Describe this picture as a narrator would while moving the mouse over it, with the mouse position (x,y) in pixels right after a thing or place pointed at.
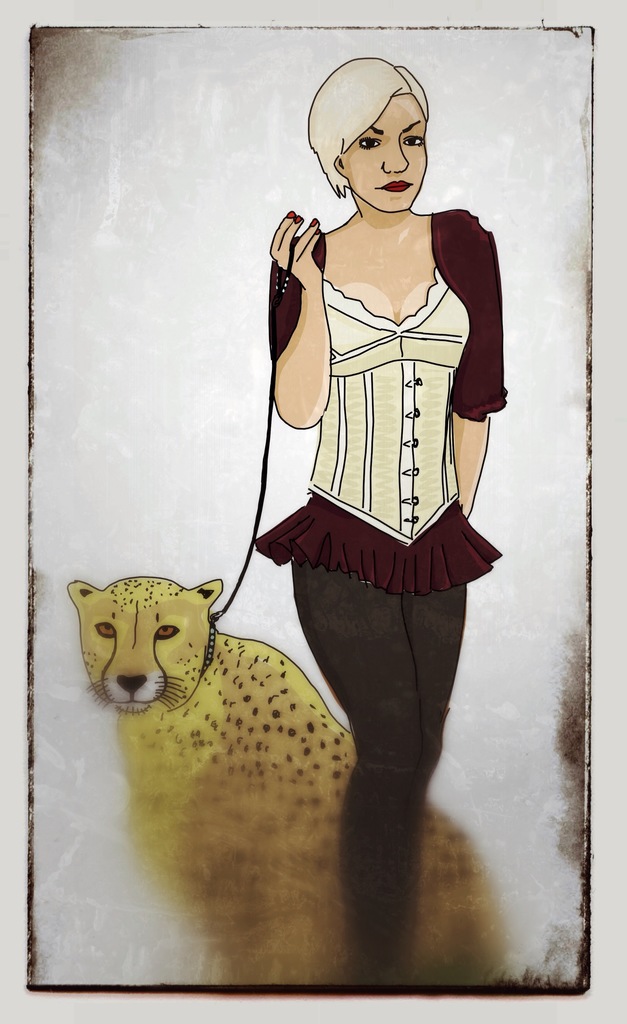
In this picture I can see an animated image of a woman (421,368) standing and holding the rope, that is tied to the cheetah (202,737).
